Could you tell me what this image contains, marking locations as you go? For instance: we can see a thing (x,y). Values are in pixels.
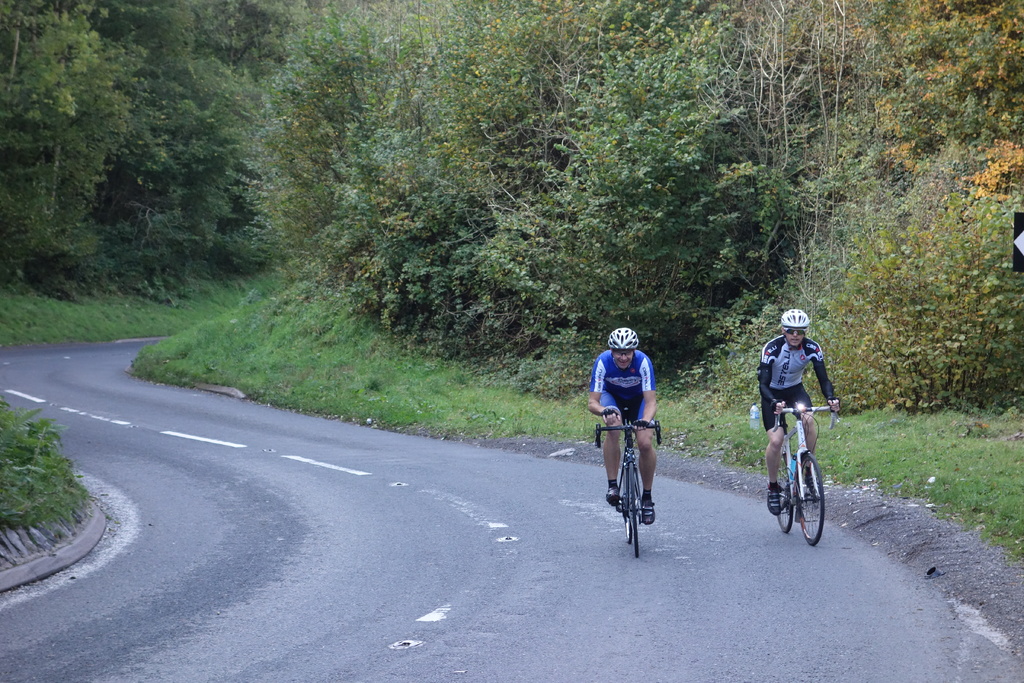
On the right side (765,353), there are two people (781,359) cycling on a road (782,658), on which there are white color lines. On the left side (56,484), there are plants (67,466) and grass (63,494) on the ground (52,479). In the background (494,409), there are trees (167,6), plants (936,313) and grass (329,311) on the ground (309,311).
